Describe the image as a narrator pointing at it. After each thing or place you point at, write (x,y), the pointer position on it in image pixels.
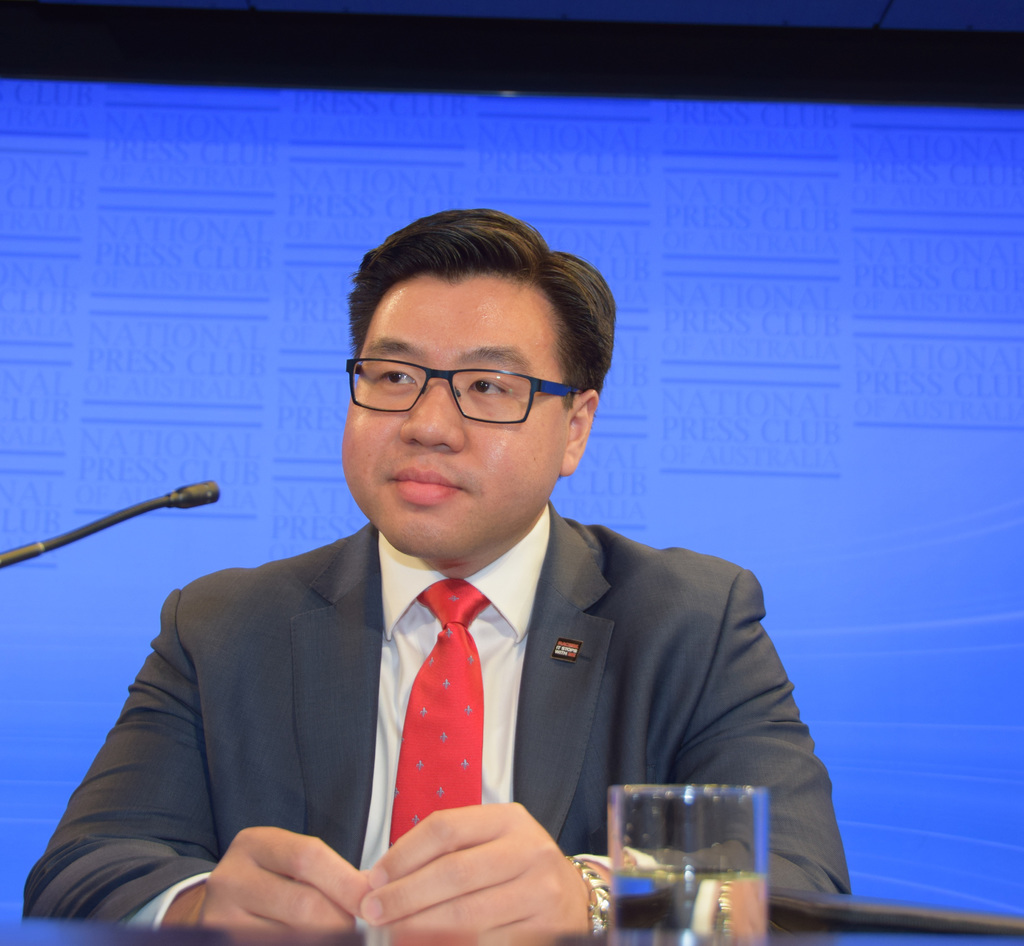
In this image, we can see a person (486,393) wearing spectacles (535,389). We can see a microphone (182,505) on the left (130,518). We can also see a glass (695,865) with some liquid (687,917) at the bottom (689,939). We can also see a black colored object (999,915). In the background (950,687), we can also see the screen (906,245).
